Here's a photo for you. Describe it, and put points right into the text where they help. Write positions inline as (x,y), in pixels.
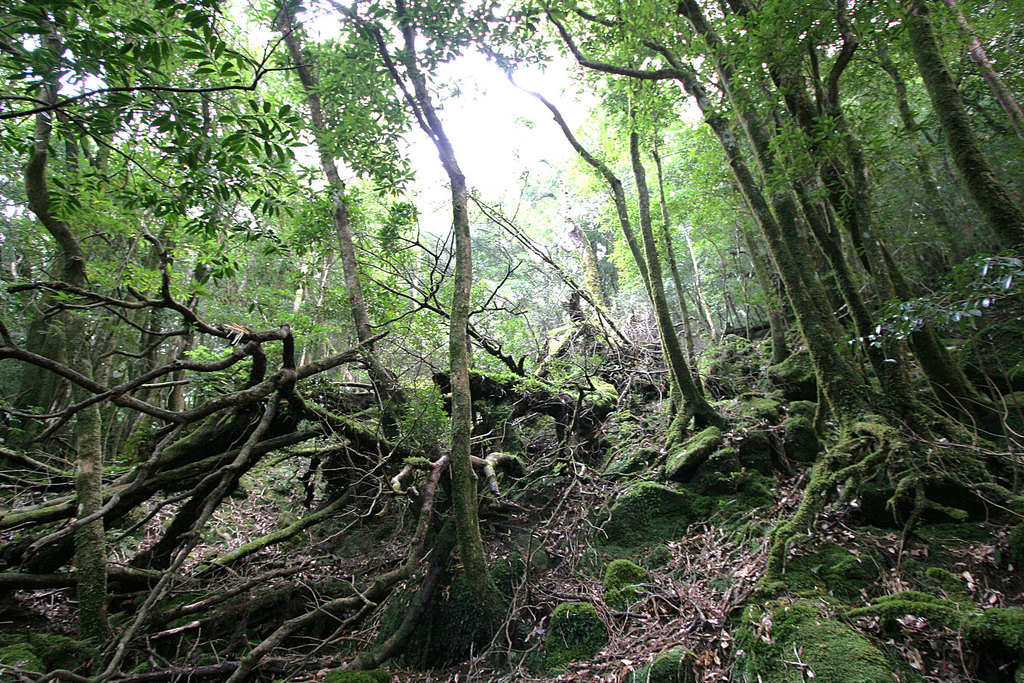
In the background of the image (780,49) we can see the trees (472,295). At the bottom of the image (611,634) we can see the dry leaves (713,542), algae (778,625). At the top of the image (497,120) we can see the sky (473,98).
